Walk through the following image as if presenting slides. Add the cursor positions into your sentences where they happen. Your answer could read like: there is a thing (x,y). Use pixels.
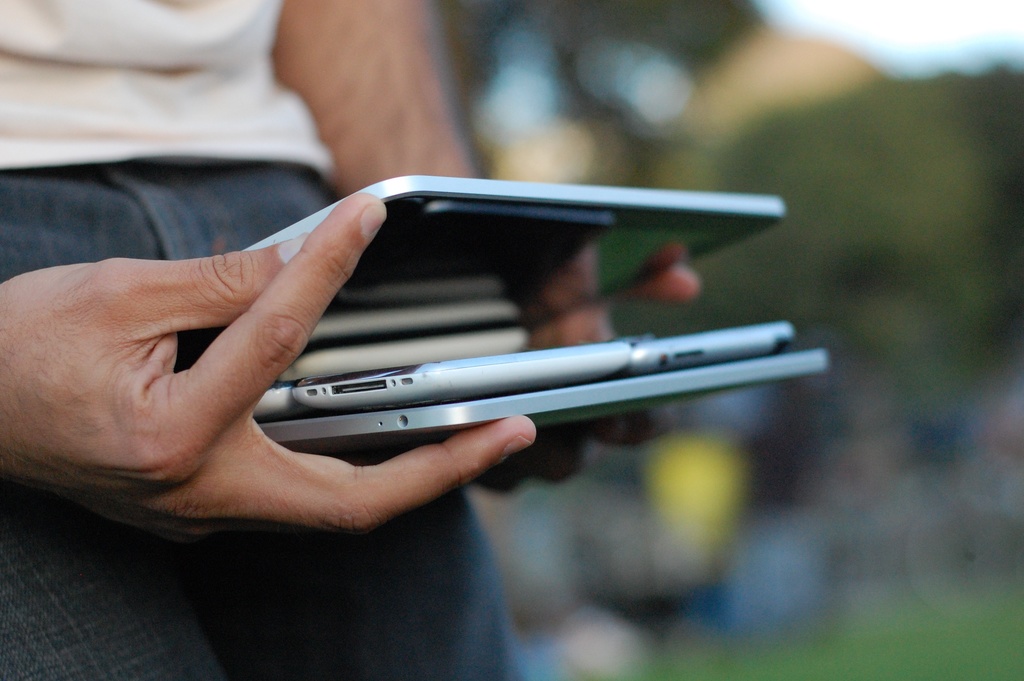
In this picture we can see a person (89,218) holding devices (589,243) and in the background (752,177) it is blurry.
